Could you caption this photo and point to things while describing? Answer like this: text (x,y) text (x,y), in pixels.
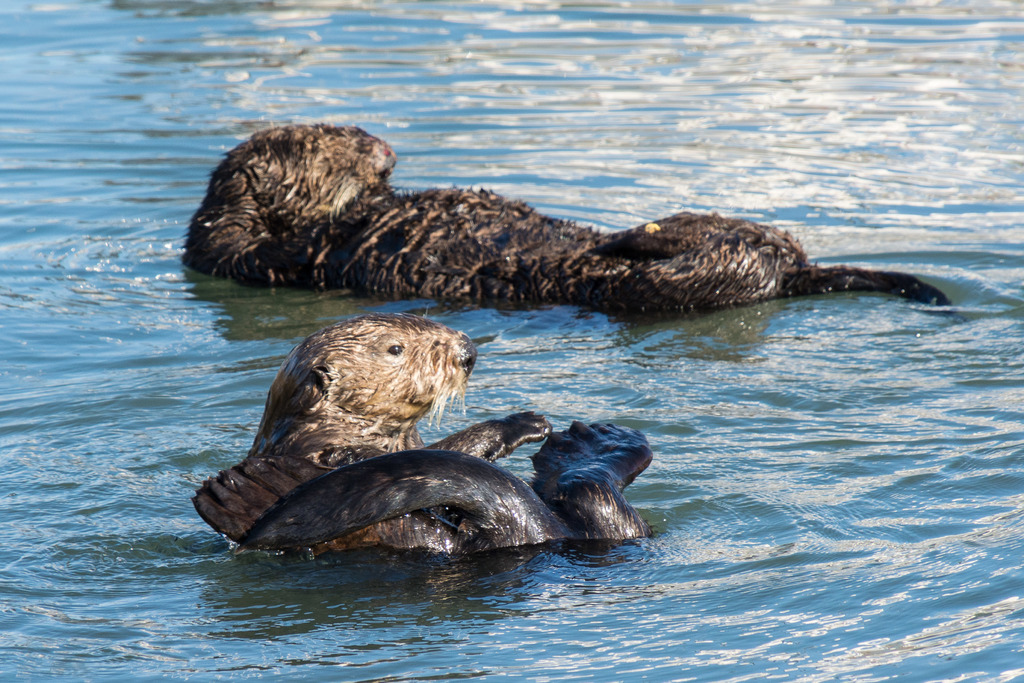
In this picture there are few animals (439,461) in water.
